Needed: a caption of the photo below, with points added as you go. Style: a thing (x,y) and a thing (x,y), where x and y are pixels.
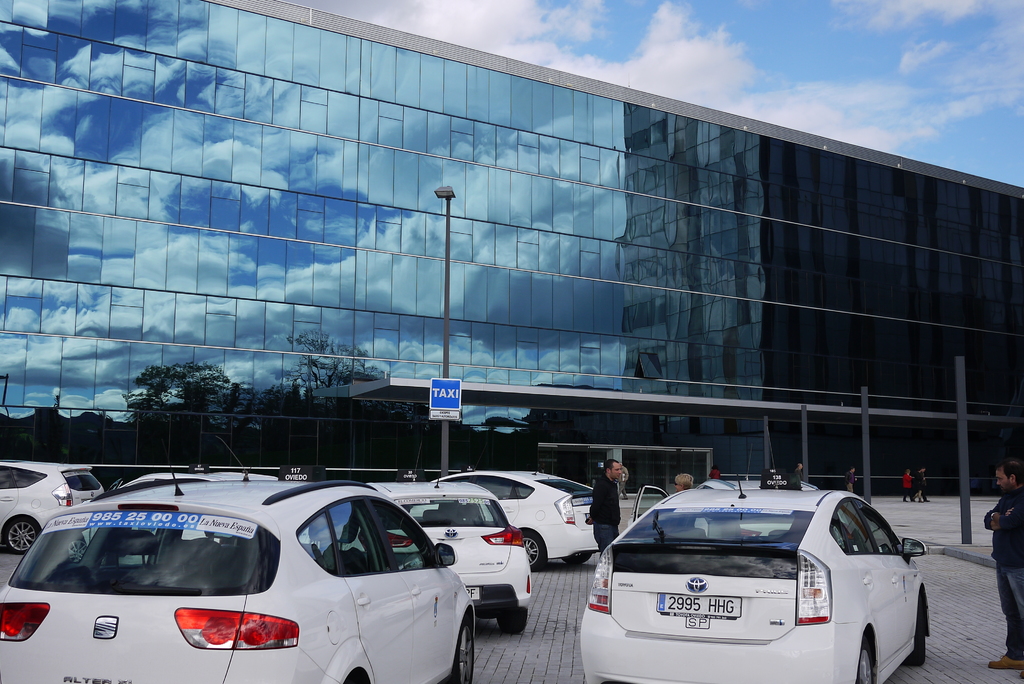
In this image there is a building (361,209) in the middle (419,241). To the building (417,182) there are glasses (274,264). At the top (827,54) there is the sky (827,81). At the bottom (269,540) there are so many cars (421,548) parked on the road (489,651). In front of them there is a pole (445,453) on which there is a board (447,405). On the right side (918,486) there are few people (905,482) walking on the pavement (918,503). There are poles (962,514) in front of the building (695,304).
